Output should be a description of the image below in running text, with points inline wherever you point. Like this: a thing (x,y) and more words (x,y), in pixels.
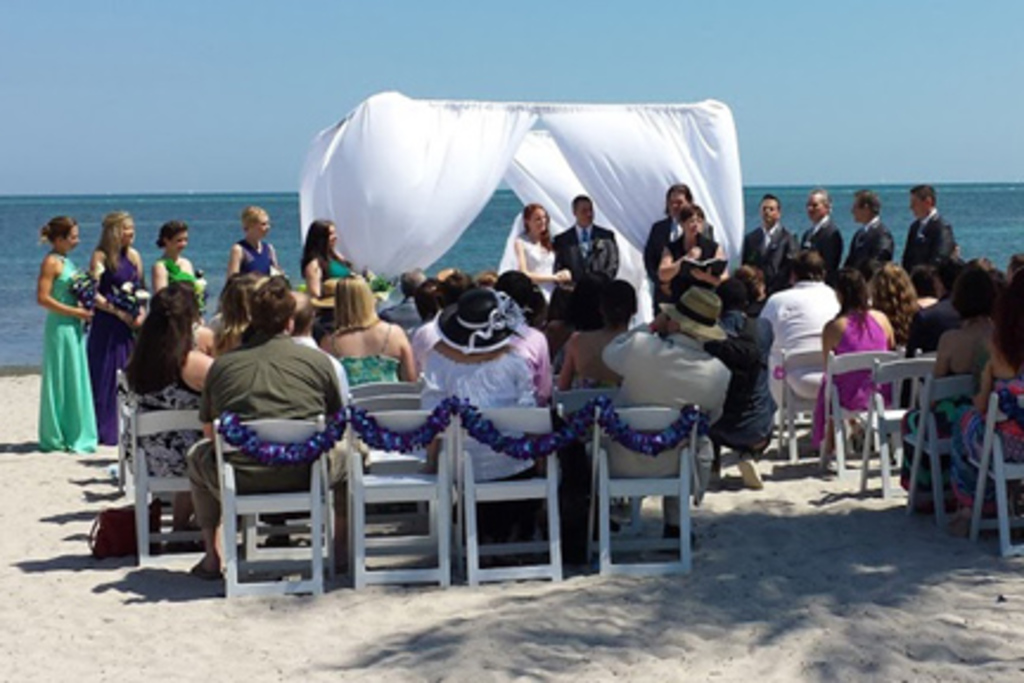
In the image we can see there are people (372,312) sitting on the chairs (1000,481) and there are people (543,231) standing on the sand (91,483). Behind there is an ocean (240,227) and there is a tent (440,168).
